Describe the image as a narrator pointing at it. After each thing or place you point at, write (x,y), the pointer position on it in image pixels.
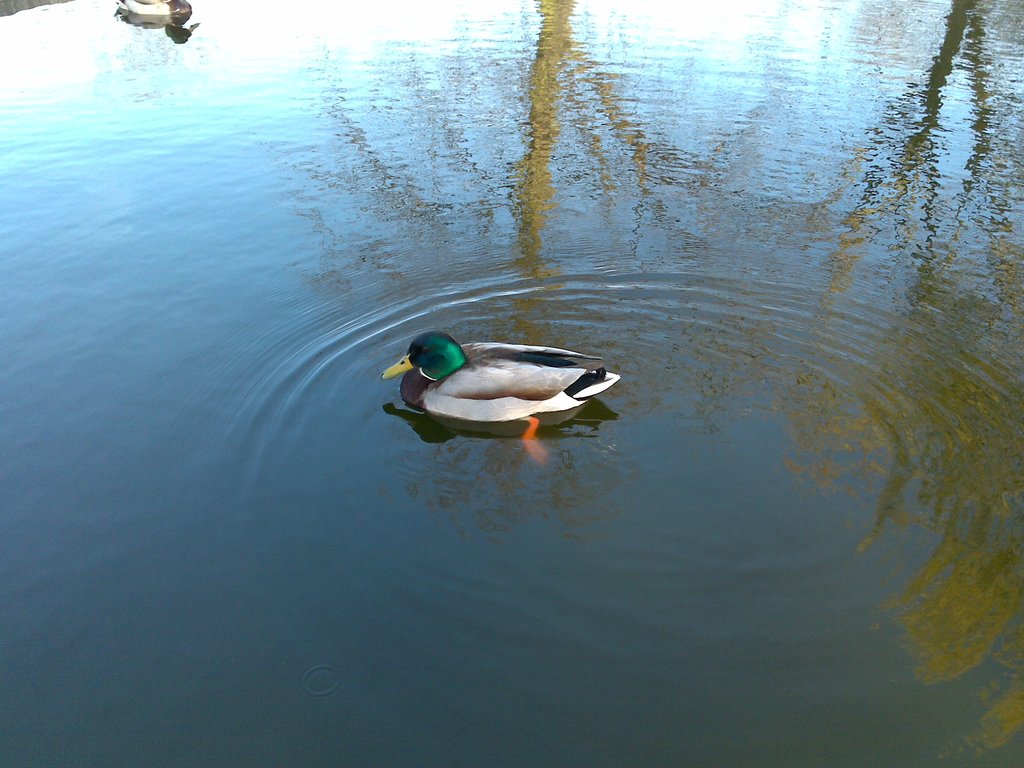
There are birds (445,358) in the water (553,484).
